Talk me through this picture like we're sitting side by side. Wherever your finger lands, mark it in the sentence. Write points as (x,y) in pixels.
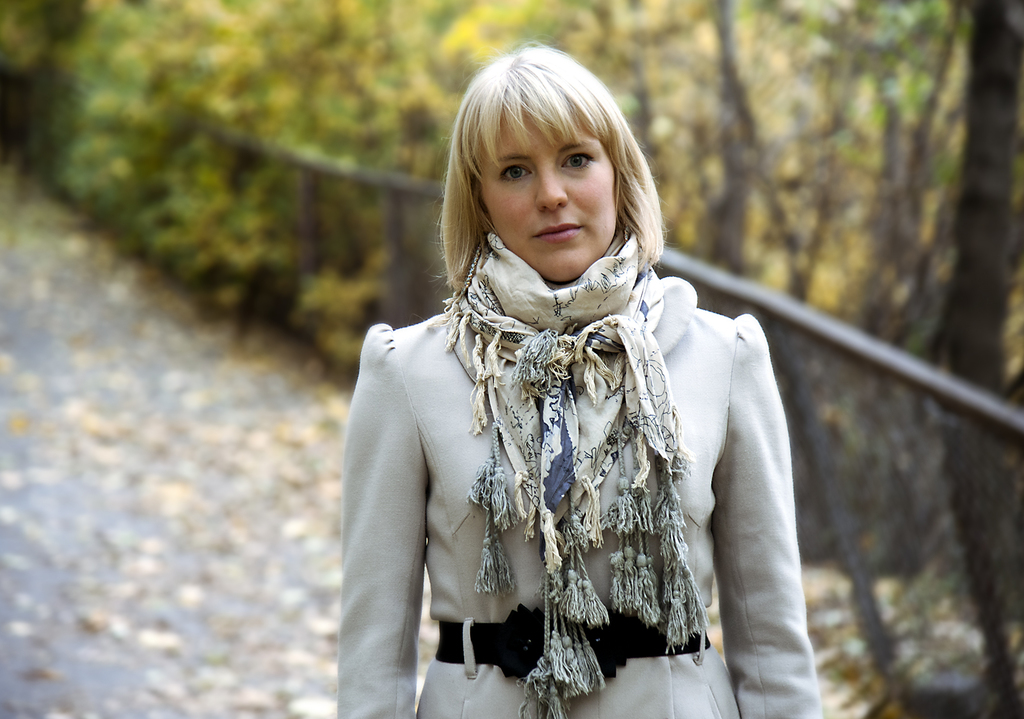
In this picture I can see a woman (534,393) standing and wearing a scarf (549,418). I can see trees (719,257). I can see fencing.
